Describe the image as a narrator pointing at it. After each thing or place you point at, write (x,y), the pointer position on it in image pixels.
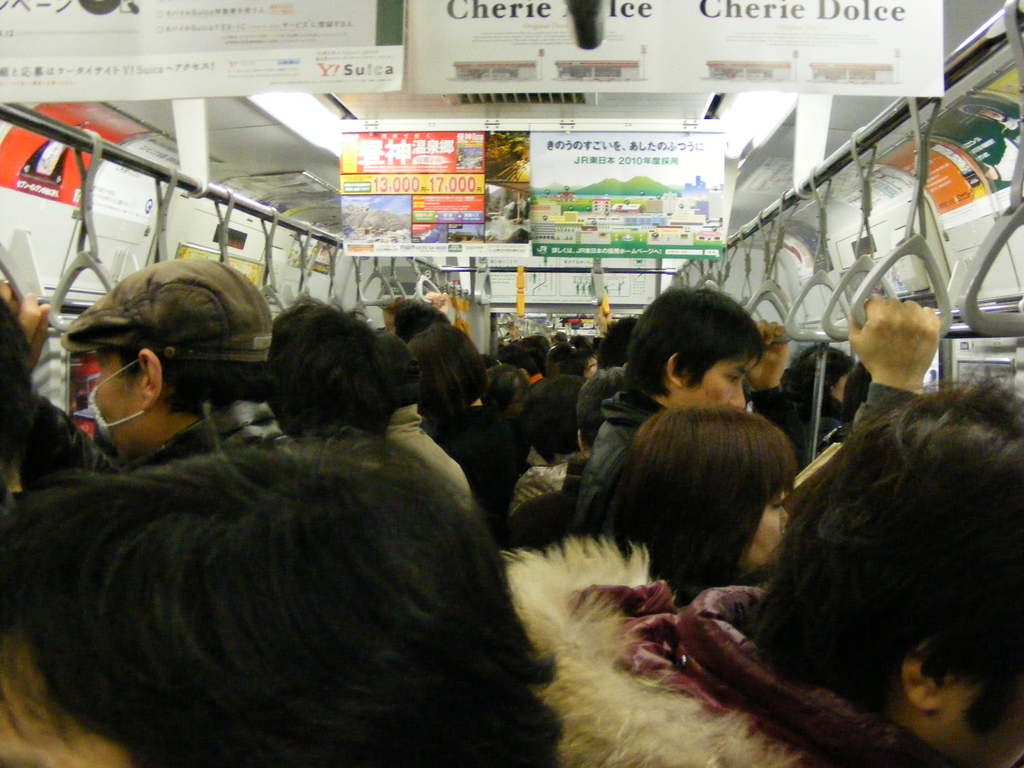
In the picture we can see some people (470,710) are standing in the train (11,252) tightly and holding a ceiling rod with belts (11,270) and to the ceiling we can see some boards (608,8) hanged for it.
